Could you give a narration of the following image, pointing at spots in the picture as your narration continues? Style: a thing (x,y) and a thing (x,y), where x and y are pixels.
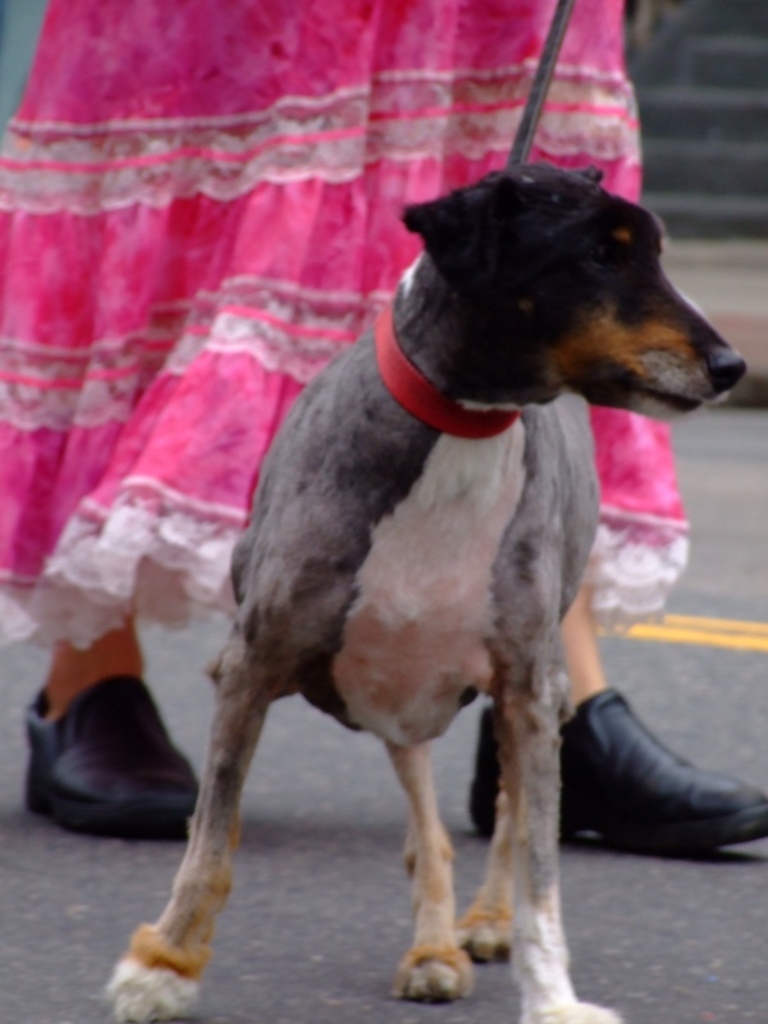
In the image there is a dog (325,693) stood on road (338,940) and behind it there is a woman (141,389) walking.
